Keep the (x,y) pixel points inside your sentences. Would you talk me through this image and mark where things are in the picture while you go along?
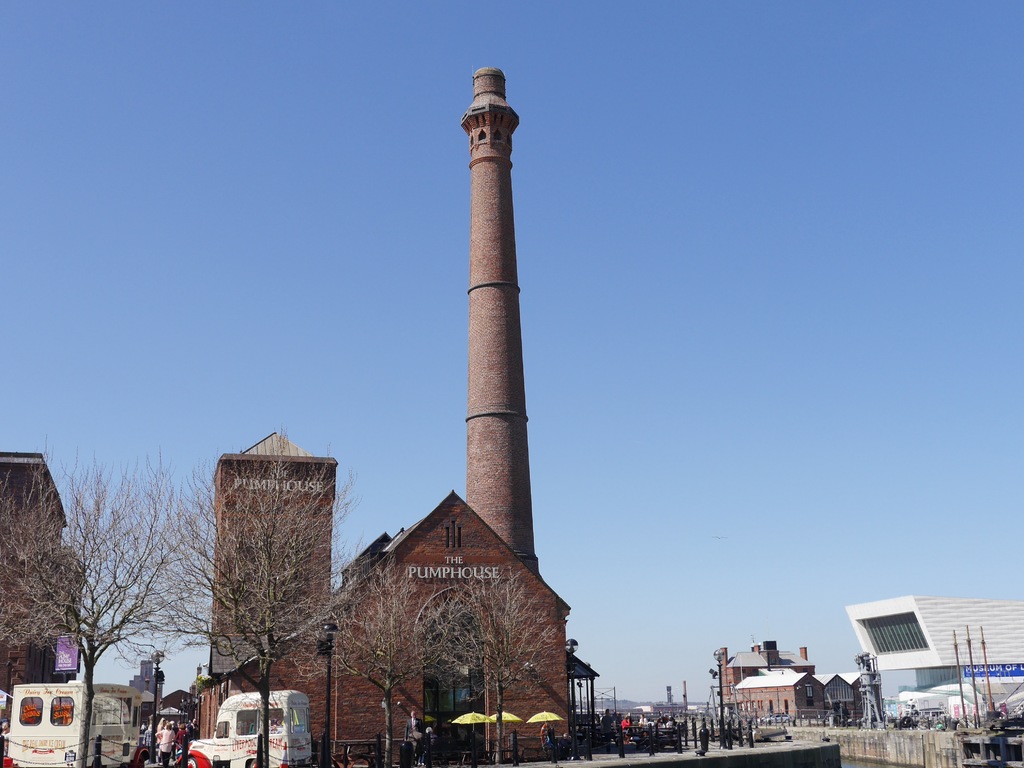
In this image we can see some houses (761,659), one building (887,650), one pond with water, one spire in the middle of the image (520,490), some small poles (512,753) near the pond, some big poles (718,695), some boards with poles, some people (168,736) are walking, some text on the houses (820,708), one blue banner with text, some vehicles (224,731) on the road (162,767), some people (174,750) are standing, some people (562,741) are sitting, one object (869,694) on the ground (790,728) looks like a machine (871,710), some people (673,723) are holding some objects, some objects (676,739) on the ground (826,722), three yellow umbrellas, some trees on the ground (671,755) and at the top (174,247) there is the sky (111,668).
